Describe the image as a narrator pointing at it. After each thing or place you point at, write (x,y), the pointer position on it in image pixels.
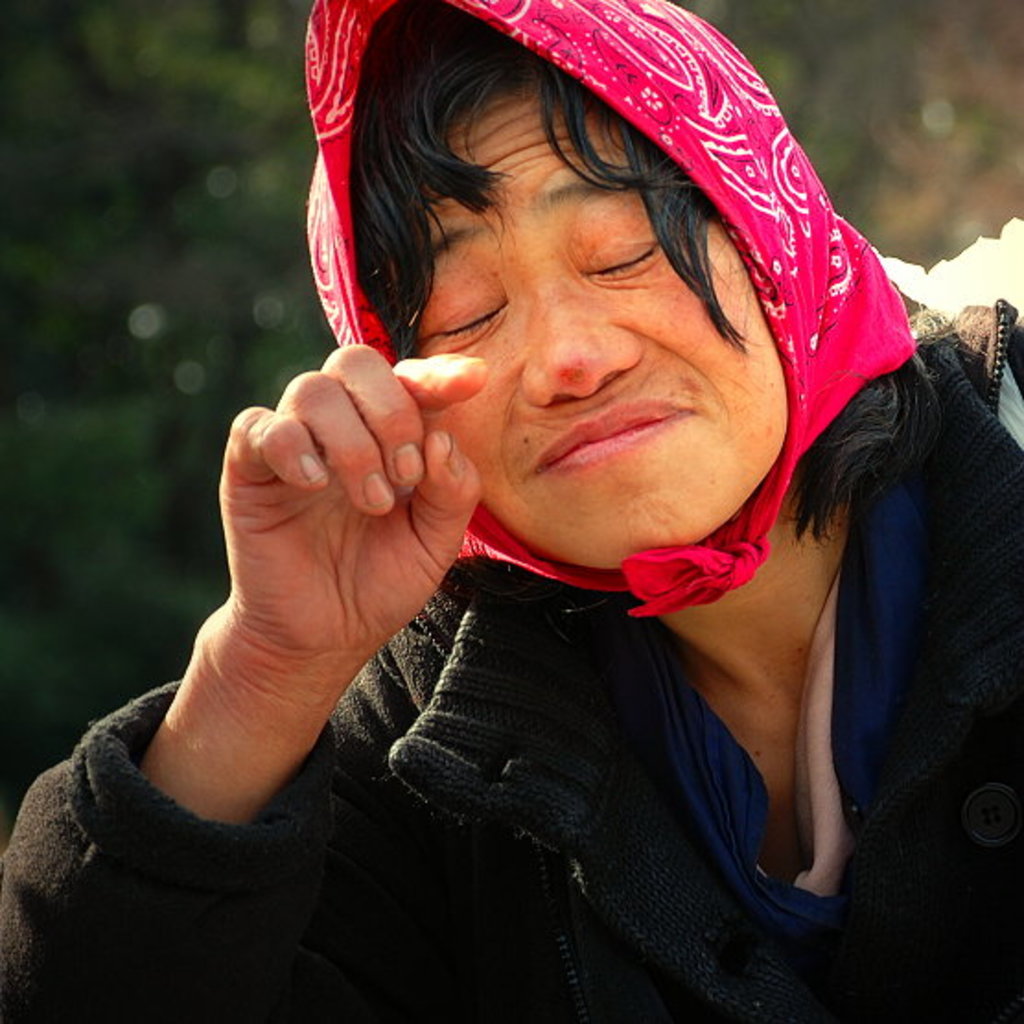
As we can see in the image in the front (720,520) there is a person (560,494) wearing black color jacket (506,799) and in the background (145,372) there are trees (141,136). The background (185,122) is blurred.
